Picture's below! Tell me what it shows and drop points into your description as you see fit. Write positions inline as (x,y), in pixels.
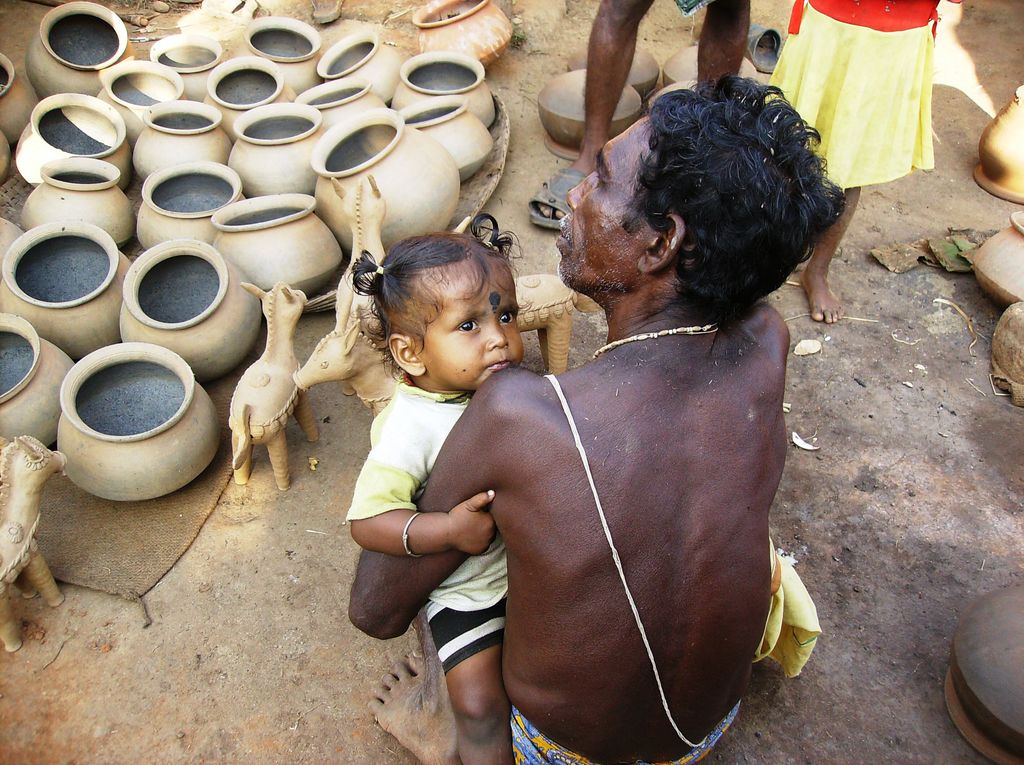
In this picture we can observe stoneware (181,175). There are some toys (259,382) placed on the land (242,493). We can observe a person (567,518) sitting, holding a girl (463,371) in his hand (456,432). In the background (856,41) there are two persons (807,38) standing.
